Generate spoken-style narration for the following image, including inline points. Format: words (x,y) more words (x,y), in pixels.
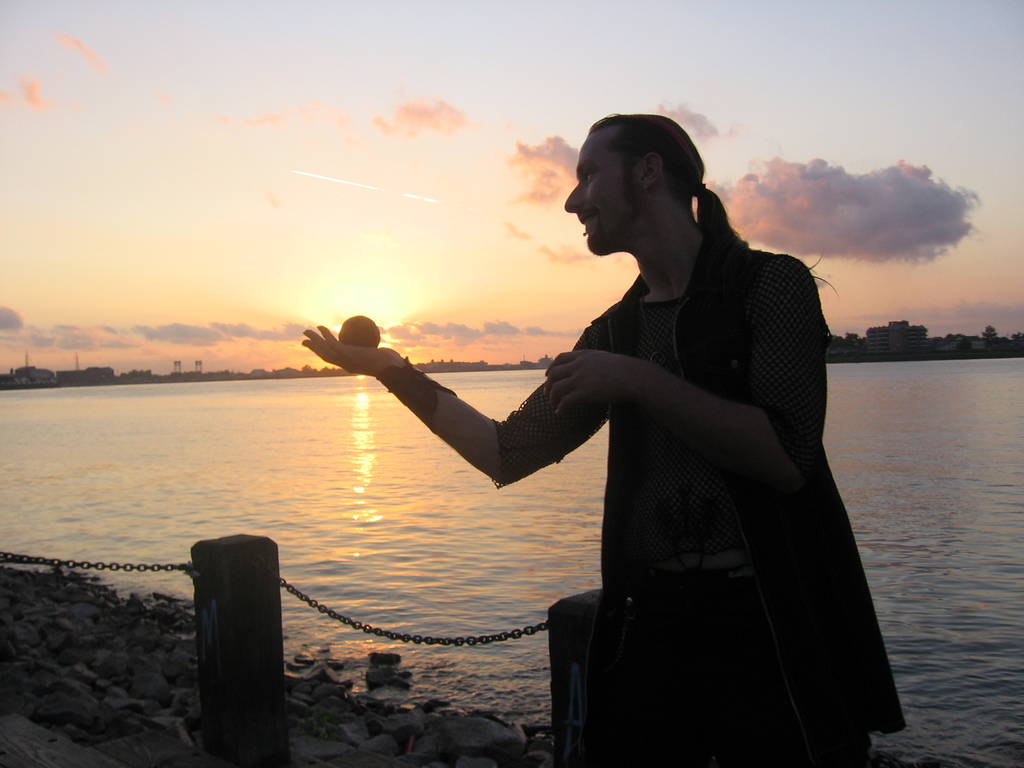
In this image we can see a person (679,360) standing and holding an object (366,328) near the water (542,536), there are wooden poles (566,681) with chains (54,566), few stones (396,723) on the ground (331,700) and there are few buildings (895,342) and the sky (882,193) with clouds (841,200) in the background (885,259).
